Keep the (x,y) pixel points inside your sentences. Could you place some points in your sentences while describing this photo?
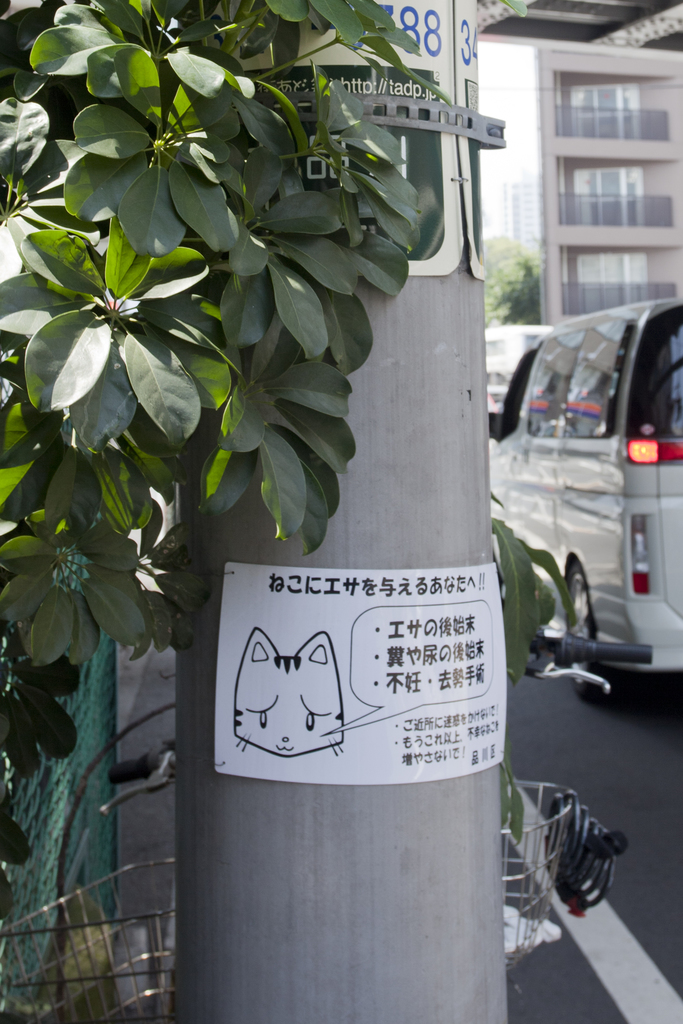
On the left side (114,323) there are trees (153,394), in the middle (254,610) there is a sticker (286,681) pasted to this pole (401,881). On the right side (520,404) a white color vehicle (603,454) is moving on the road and there is a building (567,204) in this image.
